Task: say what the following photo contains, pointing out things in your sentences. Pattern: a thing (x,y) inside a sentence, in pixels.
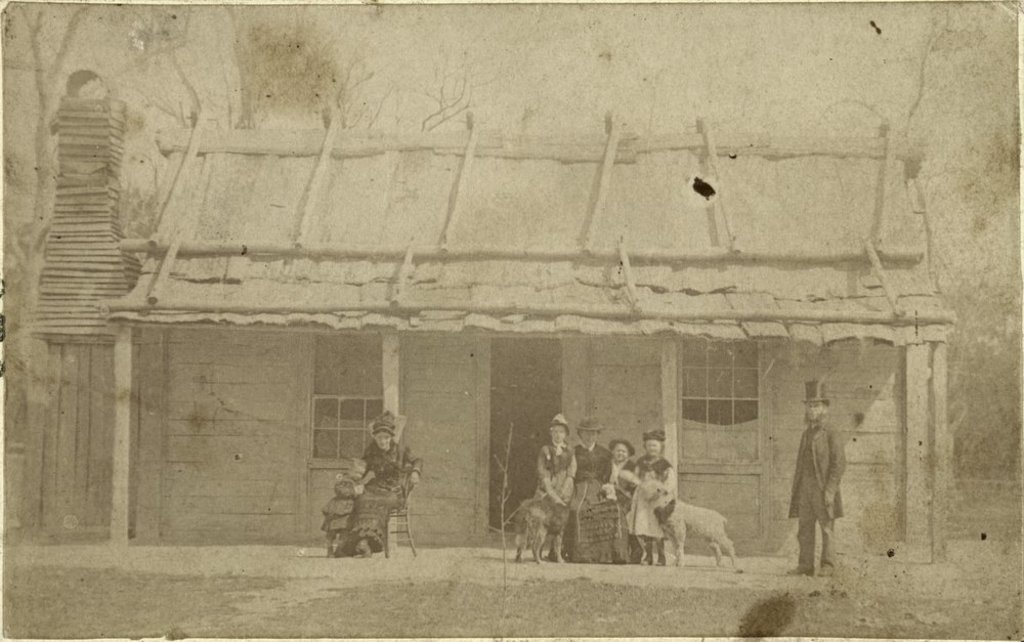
This is a black and white image. The picture is taken near a house (884,507). In the center of the picture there are people (609,494) and dogs (536,530), in front of the house (542,414). In the center (461,399) there is a house (295,261). In the background (182,59) there are trees (984,397). It is sunny.
